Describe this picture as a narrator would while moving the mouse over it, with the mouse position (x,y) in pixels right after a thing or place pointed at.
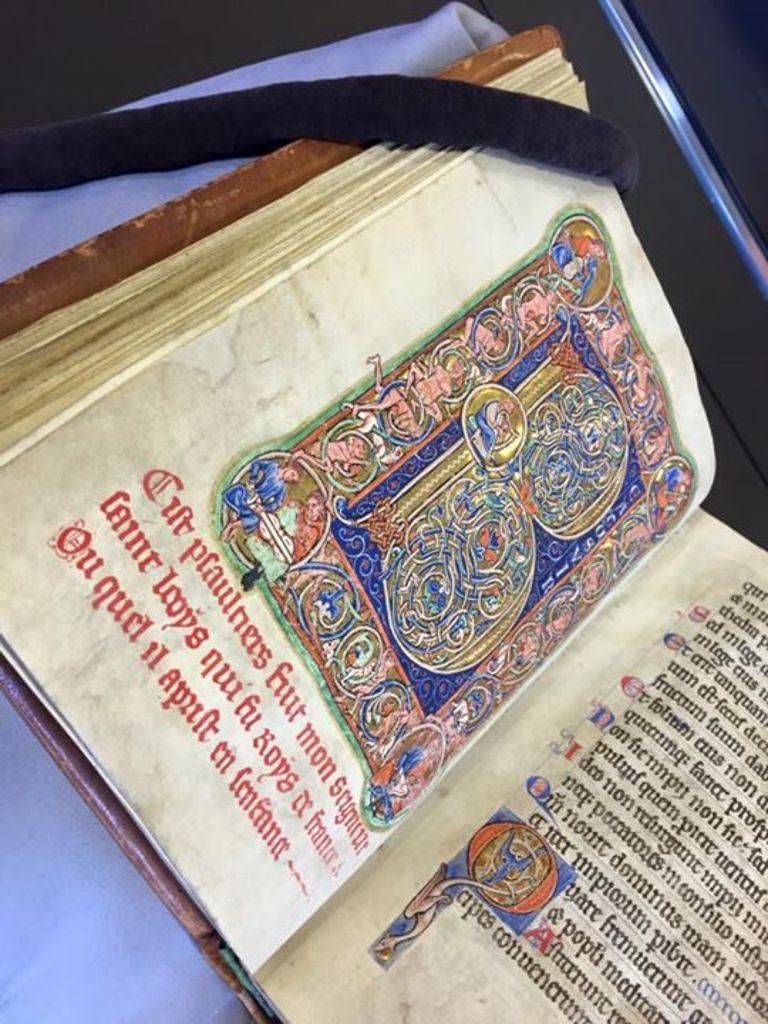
In this image we can see a book (444,889) placed on the table (67,914).
